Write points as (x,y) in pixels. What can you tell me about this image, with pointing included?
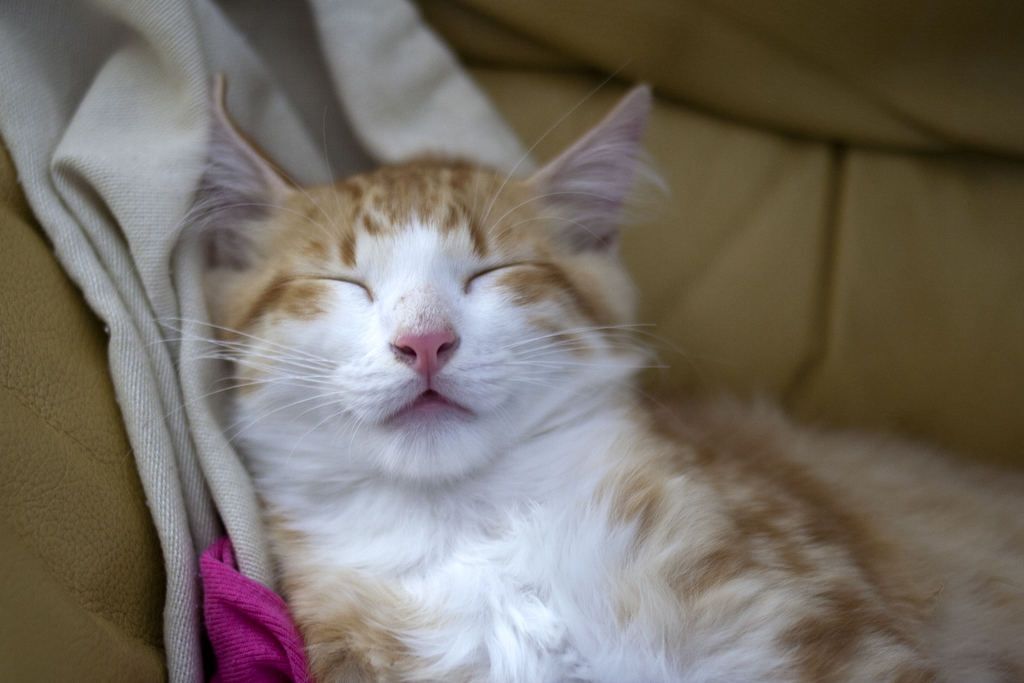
In this image, we can see a cat (675,547) sleeping and we can see a cloth (147,235).
